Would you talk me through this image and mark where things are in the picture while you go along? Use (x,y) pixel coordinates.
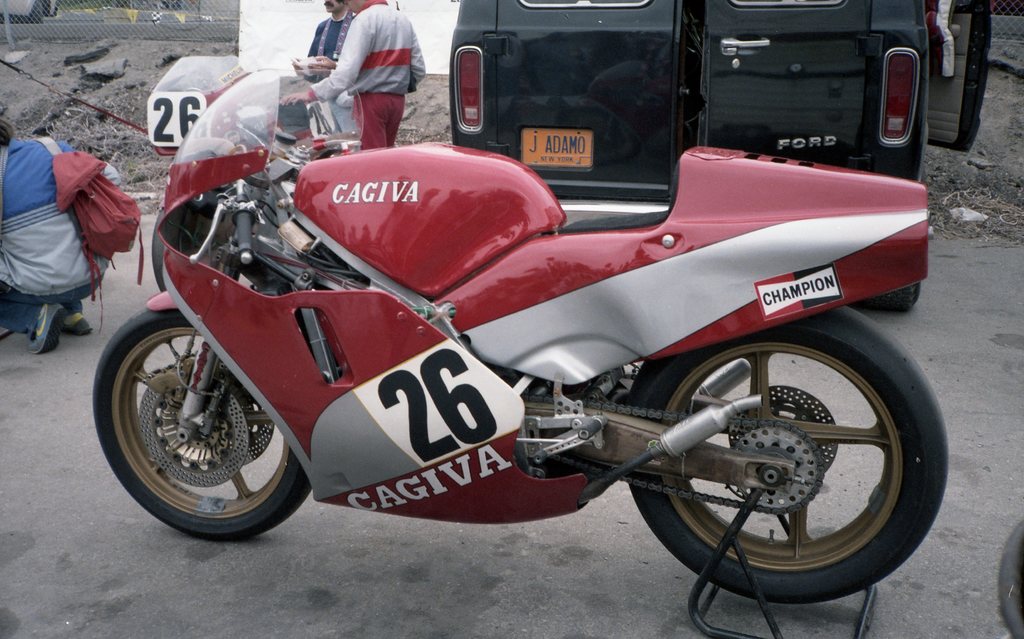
In this image we can see a motor bike (558,263) on the ground (271,459), it is in red color, here are the wheels (888,526), here are the group of persons (325,79) standing, here is the vehicle (540,101) on the road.
